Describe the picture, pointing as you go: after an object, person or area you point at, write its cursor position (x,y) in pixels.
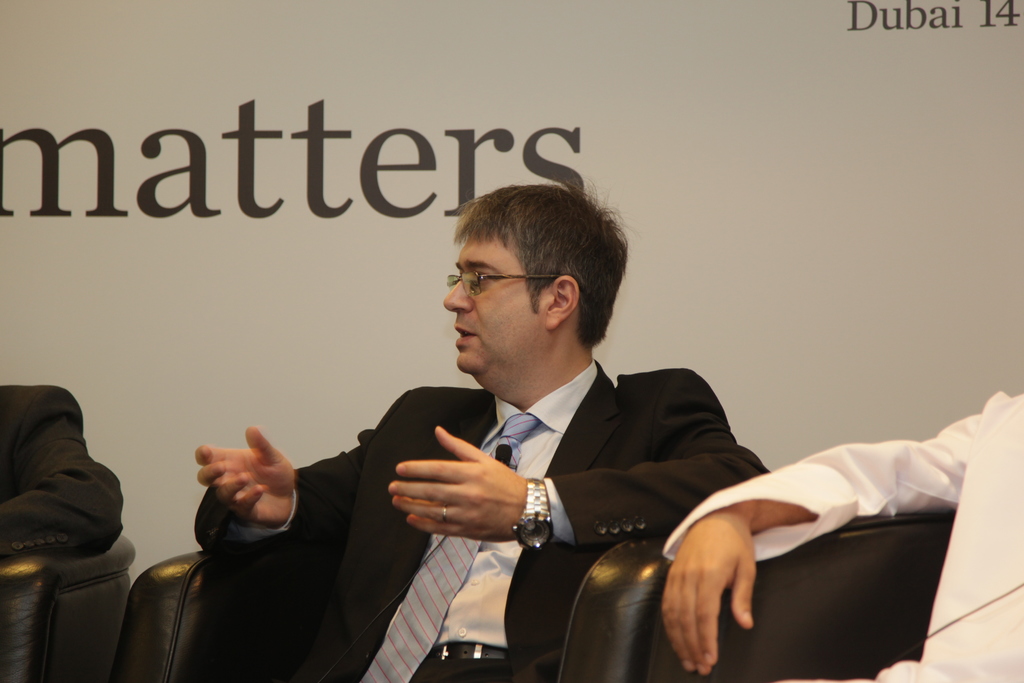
In this picture we can see three persons (433,470) sitting on chair (857,573) and in middle (522,417) men (541,400) wore blazer (563,438), spectacle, tie (462,555), watch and he is talking and in the background (336,252) we can see wall (355,112).
